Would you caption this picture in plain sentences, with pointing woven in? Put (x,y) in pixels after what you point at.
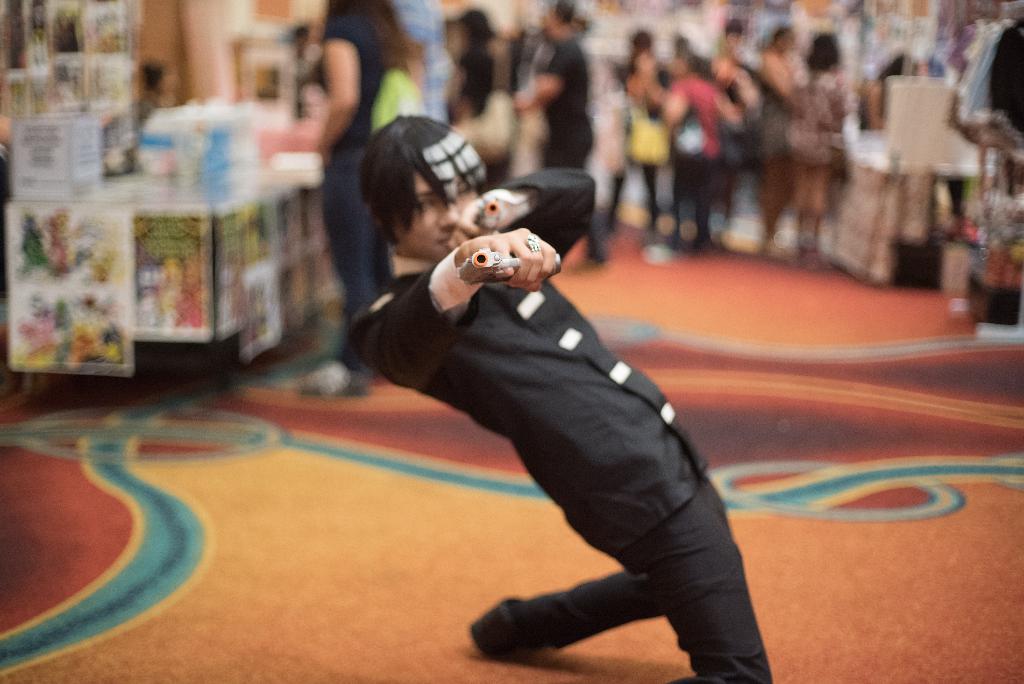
This picture describes about group of people (466,333), in the middle of the image (539,339) we can see a man (497,311), he is holding a gun (498,269), beside to him we can find few posters (173,289) and other things (182,152), and we can see blurry background (865,137).
